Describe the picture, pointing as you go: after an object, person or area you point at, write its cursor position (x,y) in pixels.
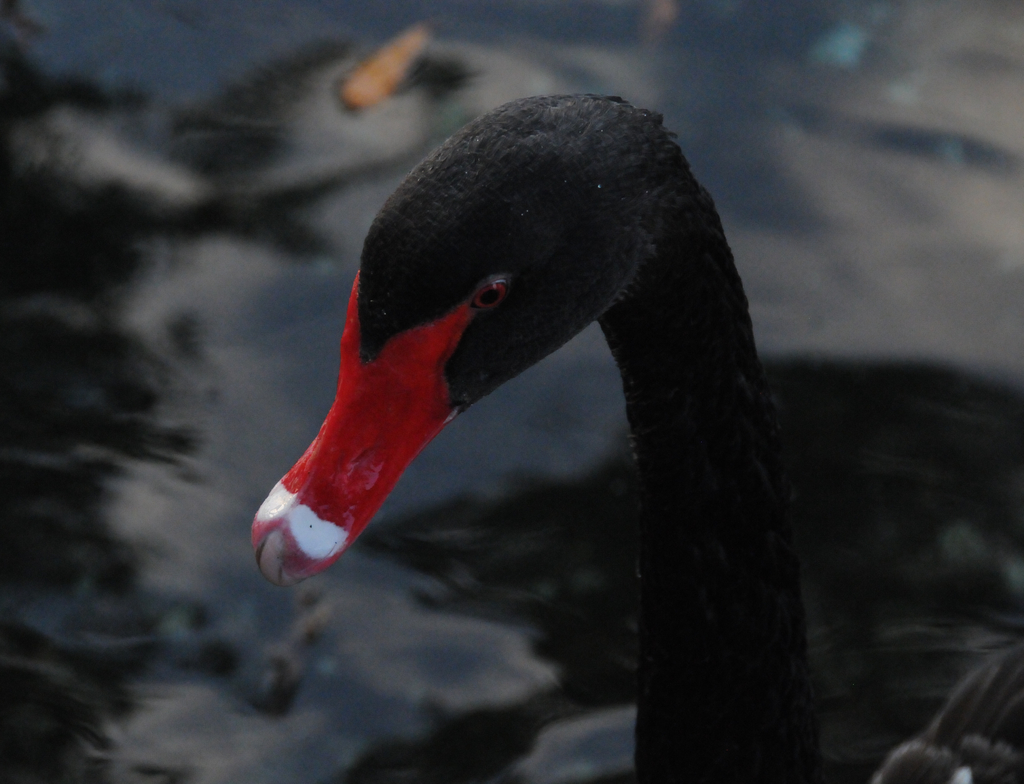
In this image, in the middle (663,393), we can see a bird (662,683). In the background (884,652), we can see a water (798,131) which is in black color.
